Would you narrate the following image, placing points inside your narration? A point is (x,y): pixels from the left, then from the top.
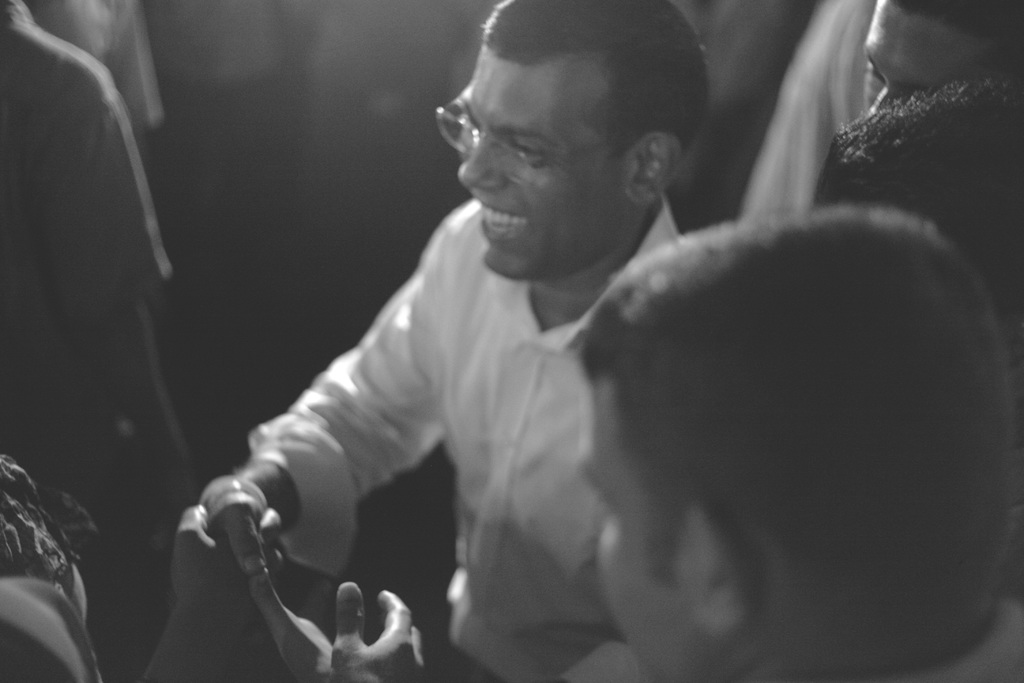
In this picture I can see few people (999,368) standing and we see a man (562,330) shaking hand (205,517) with another human (230,569) with a smile (491,237) on his face (496,260) and he wore spectacles (463,144).
